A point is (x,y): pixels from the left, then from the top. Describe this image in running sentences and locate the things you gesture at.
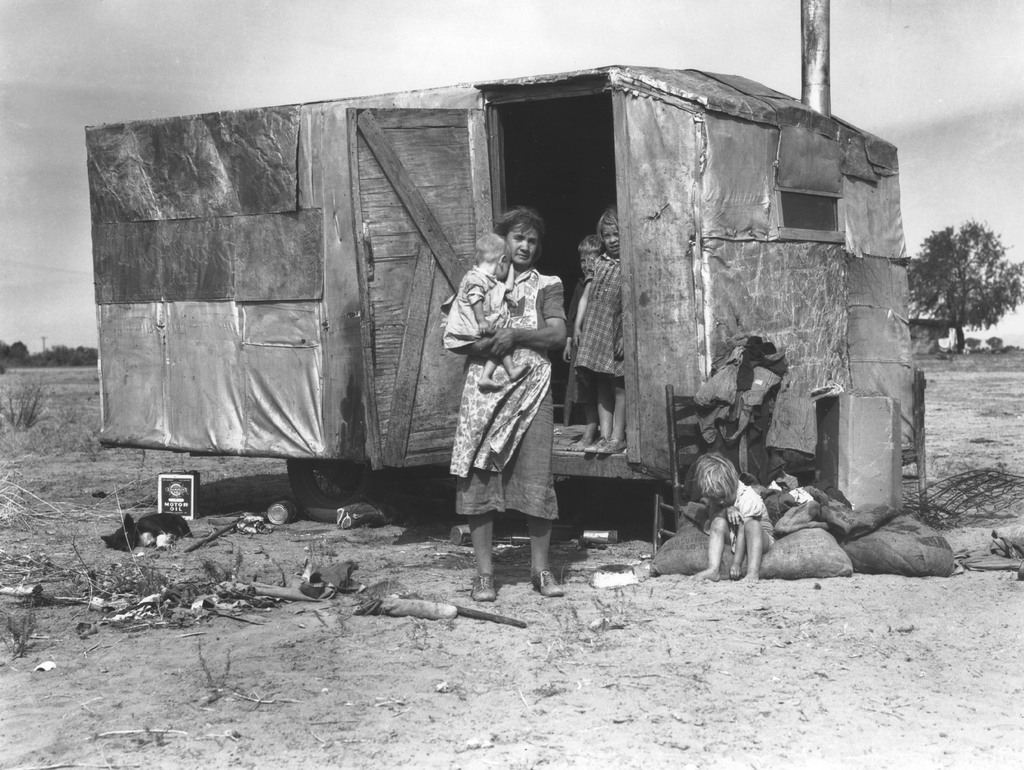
In the center of the picture (620,469) there is a small house (242,416) in which there are kids (587,339) and a woman (522,293) holding a baby (480,301). Towards left (261,601) there are wooden objects (69,600), an animal (134,526) and plants (22,625). In the background (982,282) we can see trees (53,352). At the top (321,39) there is sky (556,30). At the bottom (460,703) we can see soil (472,682).
